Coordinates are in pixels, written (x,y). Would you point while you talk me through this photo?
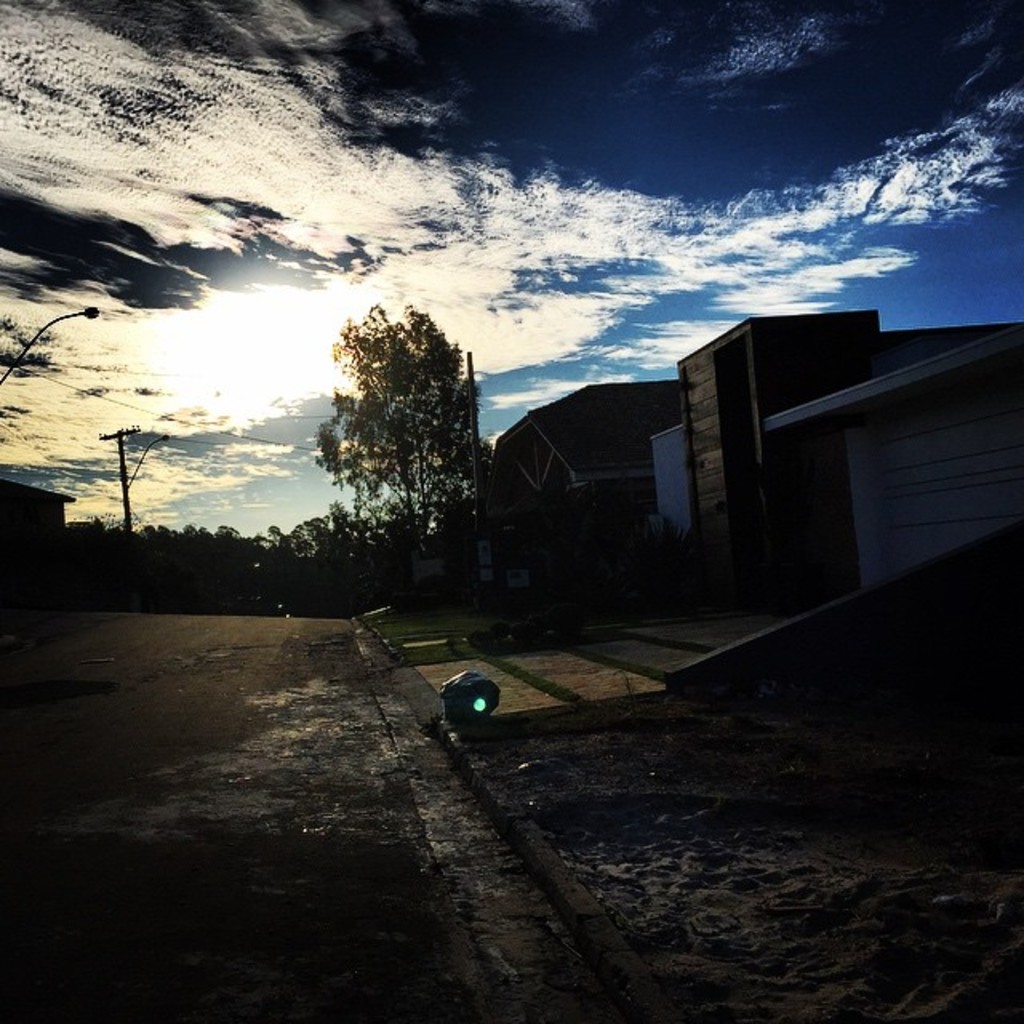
In this picture there are houses (837,565) on the right side of the image (743,438) and there are trees (272,563) and poles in the image and there is sky (491,200) at the top side of the image (663,100).
